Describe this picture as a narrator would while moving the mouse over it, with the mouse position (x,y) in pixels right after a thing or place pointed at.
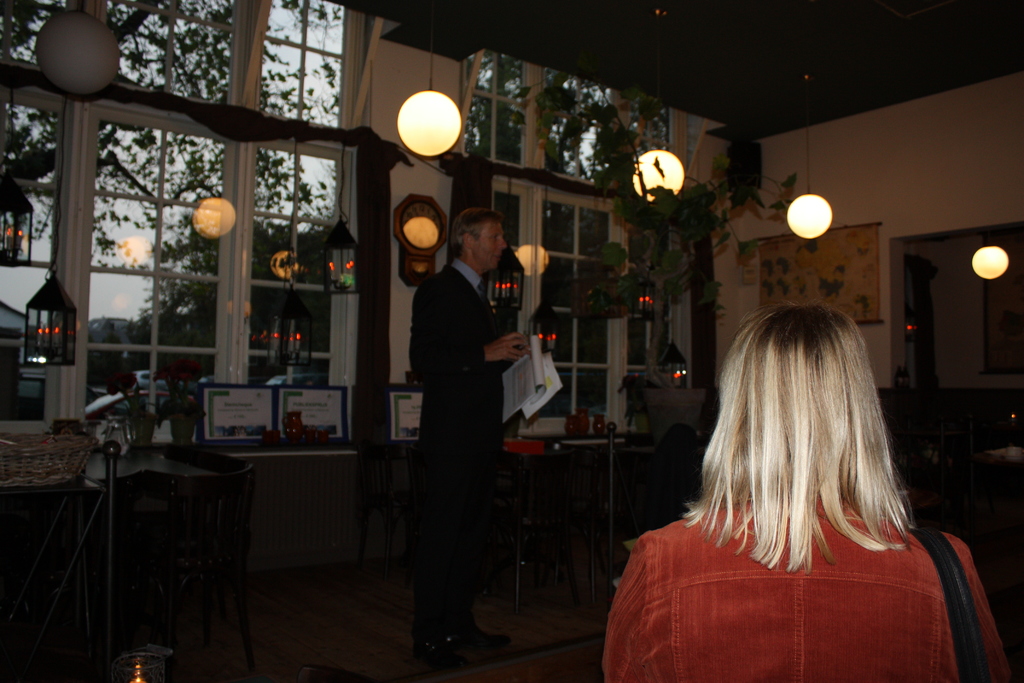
In this image there is the sky (279,51) towards the top of the image (291,24), there are trees (209,53), there are windows (320,191), there is a wall (857,172) towards the right of the image (938,151), there are objects (856,277) on the wall (888,291), there is a light (433,112), there is a table (117,467) towards the left of the image (214,461), there is a chair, there is a man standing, he is holding an object (530,367), there is a woman (770,406) standing, she is wearing a bag (945,572), there is a shelf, there are objects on the shelf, there is roof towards the top of the image (746,50).
